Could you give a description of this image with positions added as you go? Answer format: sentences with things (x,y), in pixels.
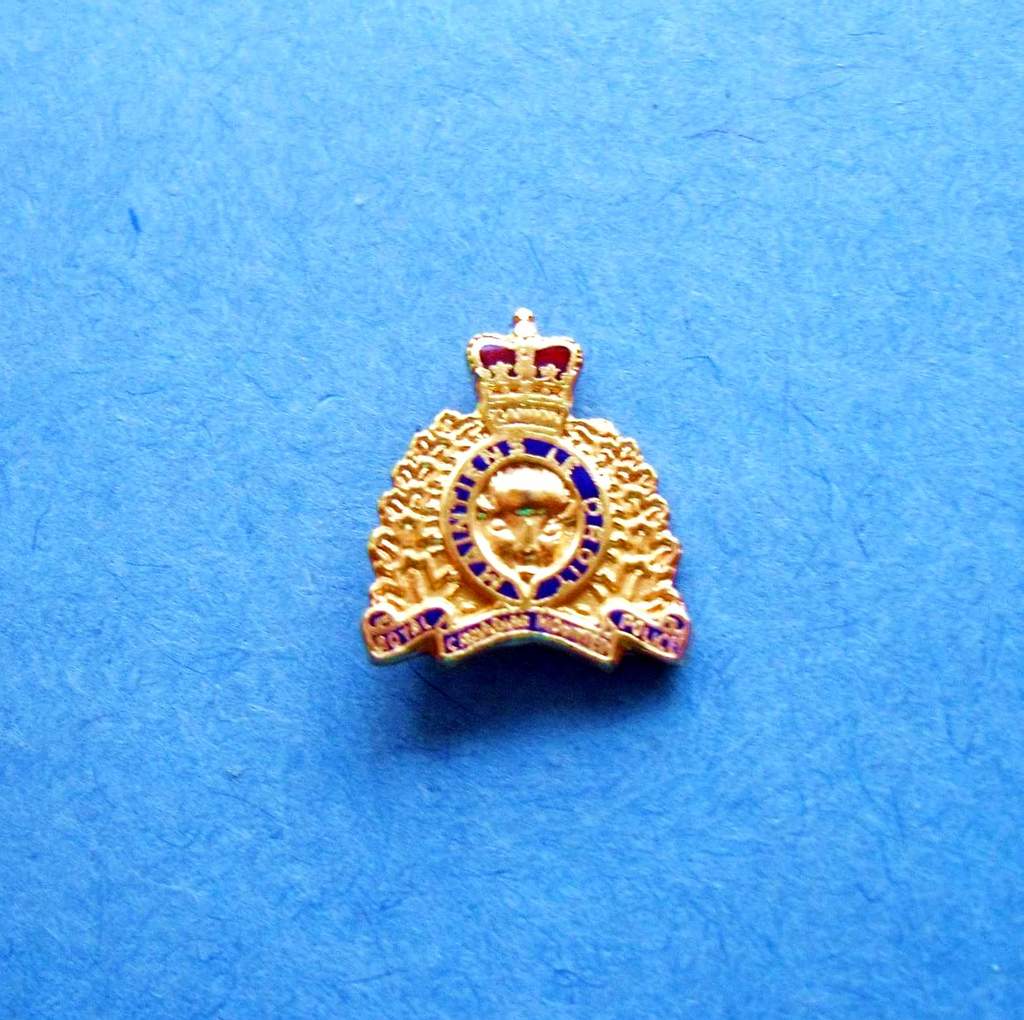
In this image we can see an emblem (514,514) which is placed on the surface (467,680).
